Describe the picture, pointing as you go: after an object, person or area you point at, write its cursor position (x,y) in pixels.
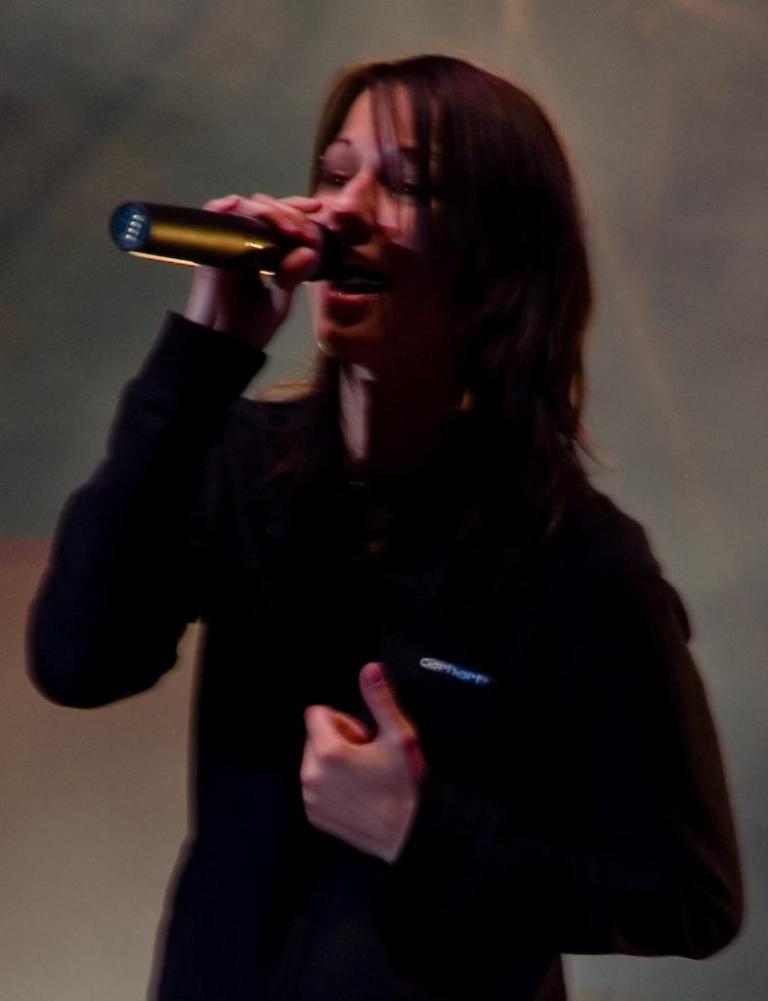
In this image I can see a woman (440,643) wearing black color dress (433,706) is standing and holding a gold colored microphone (341,247). I can see the blurry background.
